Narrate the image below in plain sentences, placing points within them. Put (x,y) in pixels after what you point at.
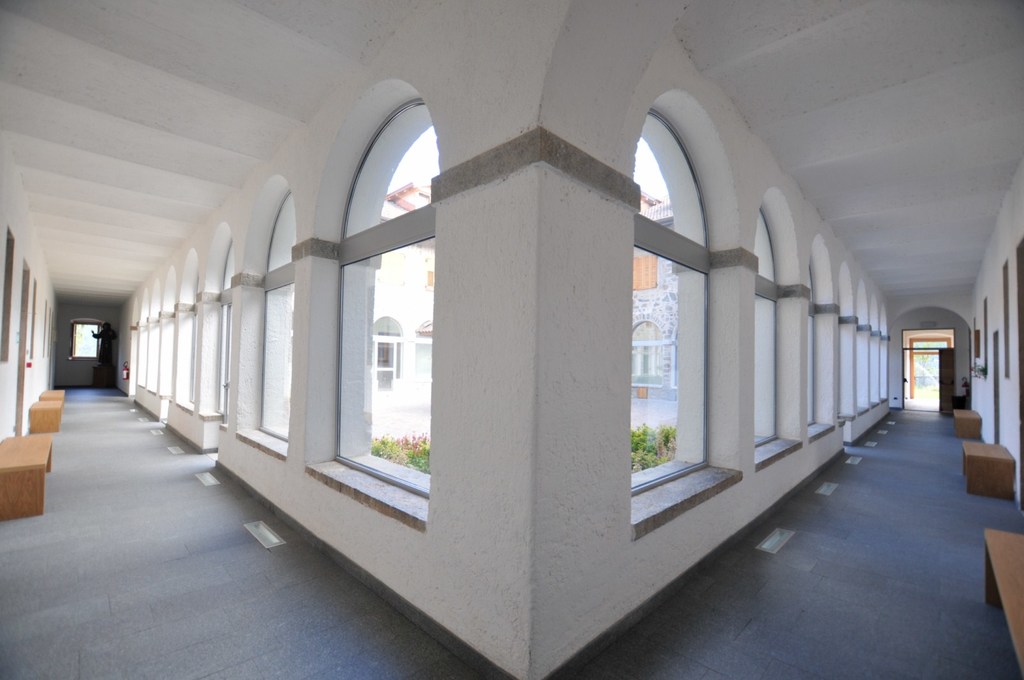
This is a building (574,192) and here we can see some benches (978,472) and there are windows (382,323) to the wall (571,324).
